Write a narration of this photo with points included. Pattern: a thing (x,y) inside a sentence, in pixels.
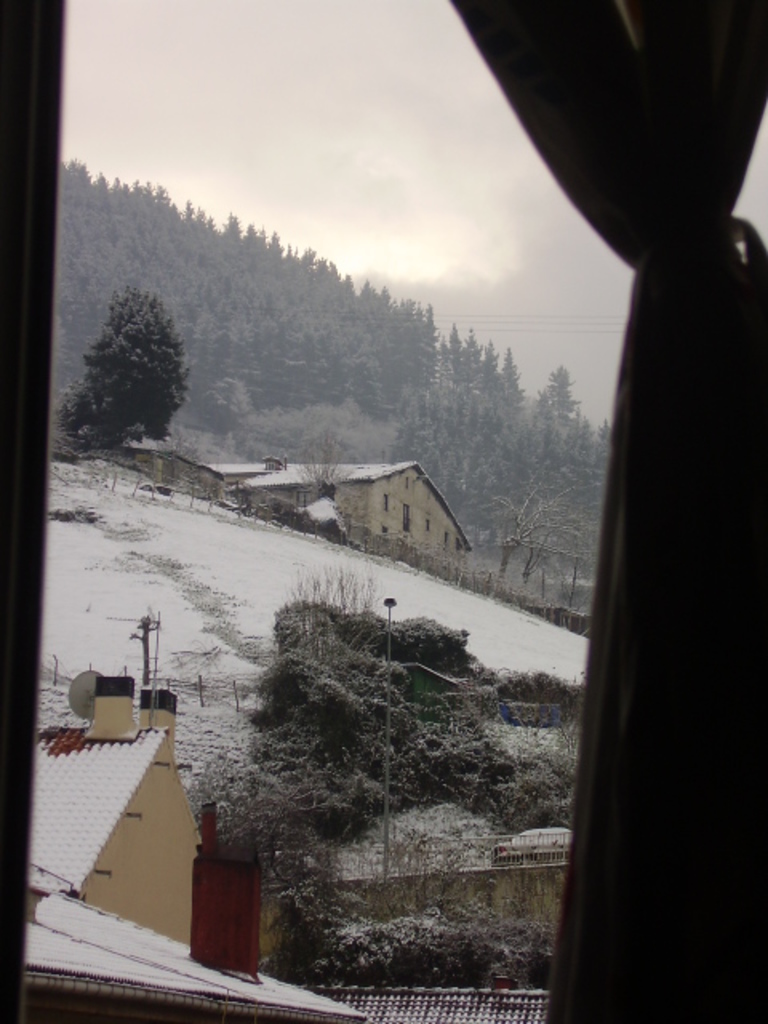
In this image in the front (651,547) there is a curtain (663,656). In the background (385,693) there are trees (269,688) and there are houses (175,472) and the sky (412,184) is cloudy and there is snow (133,604) on the ground (270,567).
